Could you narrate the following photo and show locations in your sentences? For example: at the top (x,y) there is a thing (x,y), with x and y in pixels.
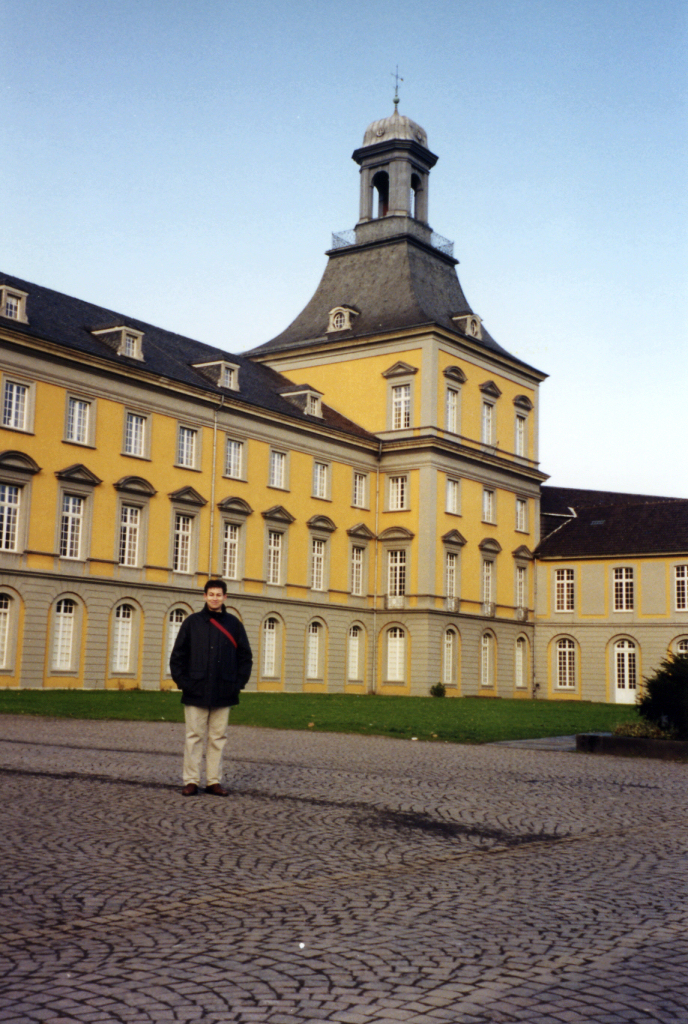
In the center of the image (244,648), we can see a person (225,693) on the road (365,871) and in the background (313,372), there is a building (567,551) and we can see a tree (664,704) and there is ground (486,719). At the top (149,124), there is sky (142,181).
